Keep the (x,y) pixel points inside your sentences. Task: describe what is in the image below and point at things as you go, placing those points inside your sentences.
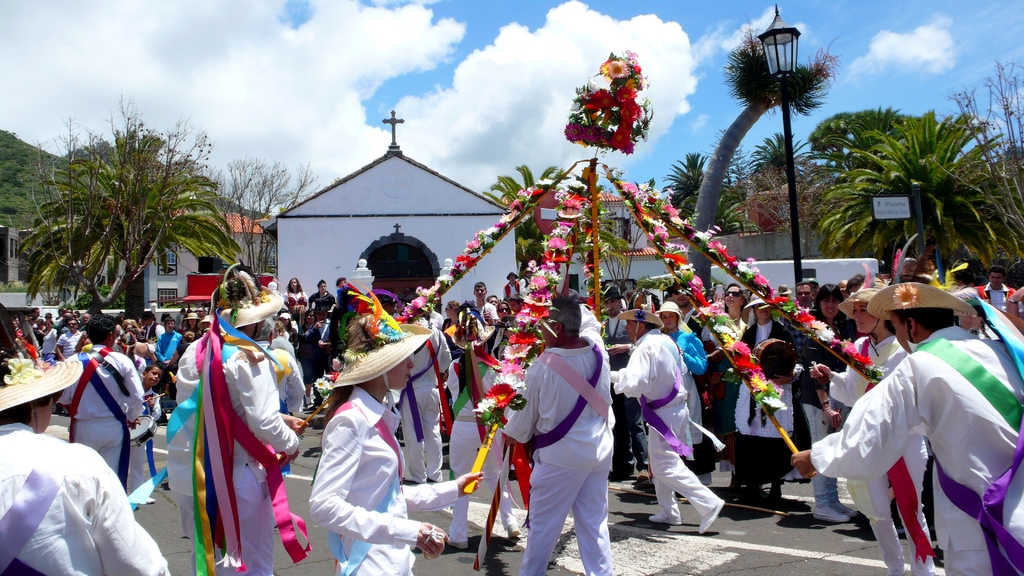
In the middle of the picture (432,363), we see the group of people (495,449) who are wearing the same costumes (360,358) are standing. They are holding the wooden stick (518,350) which is decorated with flowers (503,361). They might be playing. Behind them, we see people (801,300) are standing. Behind them, we see a light pole (798,280). There are trees (842,245) and buildings (328,222) in the background (161,218). In the middle (429,218), we see the church (403,179). On the left side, we see the hills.
